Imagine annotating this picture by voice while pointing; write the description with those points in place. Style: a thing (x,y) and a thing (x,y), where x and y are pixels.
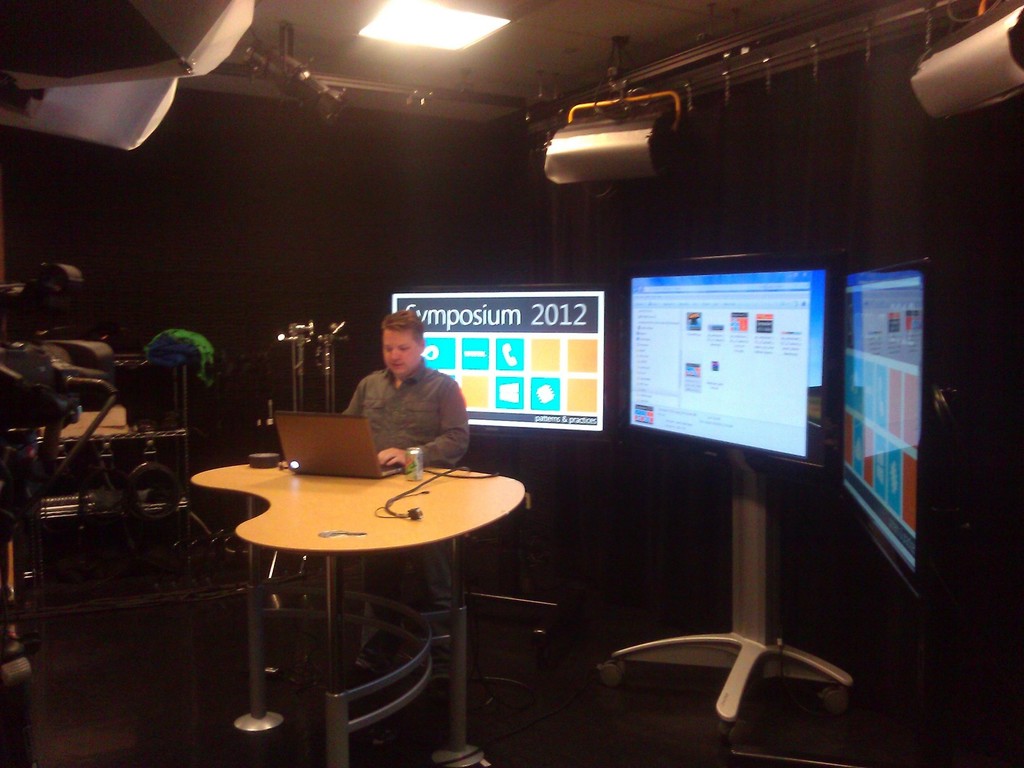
This is the picture of a man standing and operating a laptop (373,448) in the table (330,501) and in back ground (895,367) there are televisions (694,355) fixed to a stand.
